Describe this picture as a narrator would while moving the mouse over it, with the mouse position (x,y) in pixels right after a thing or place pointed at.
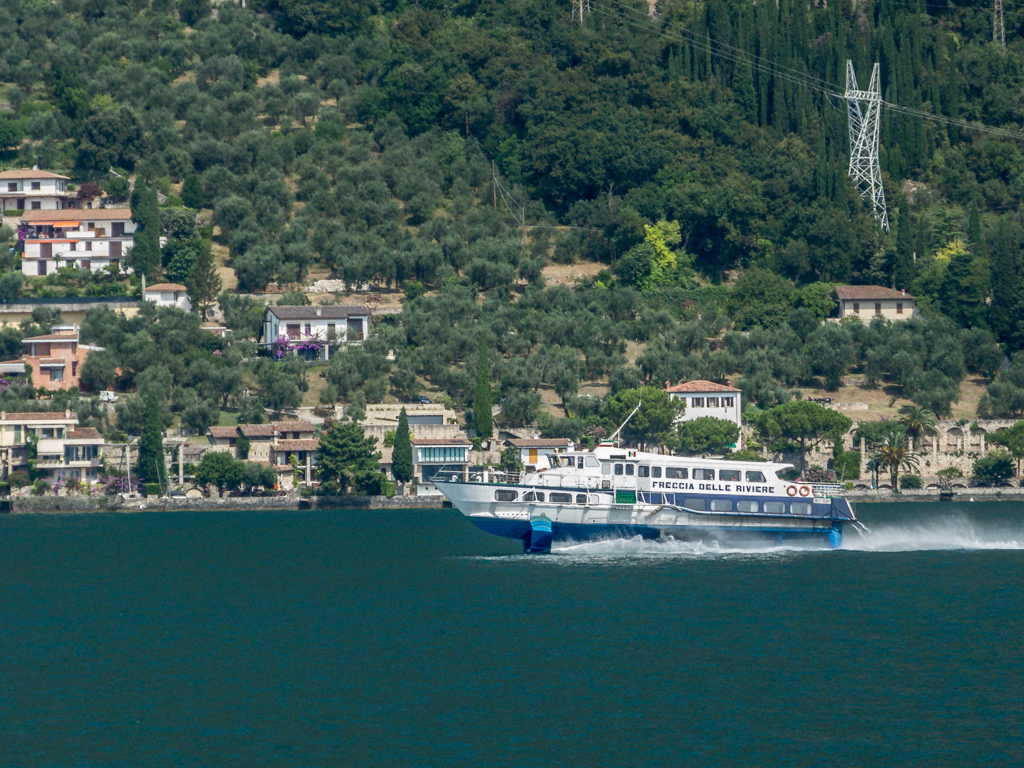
In the picture we can see the water (824,723), which is blue in color in it, we can see a boat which is white in color and some name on it and behind it, we can see houses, trees (527,6) and hill slope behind it and it is covered with many trees (805,447) and a tower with wires (917,116).
